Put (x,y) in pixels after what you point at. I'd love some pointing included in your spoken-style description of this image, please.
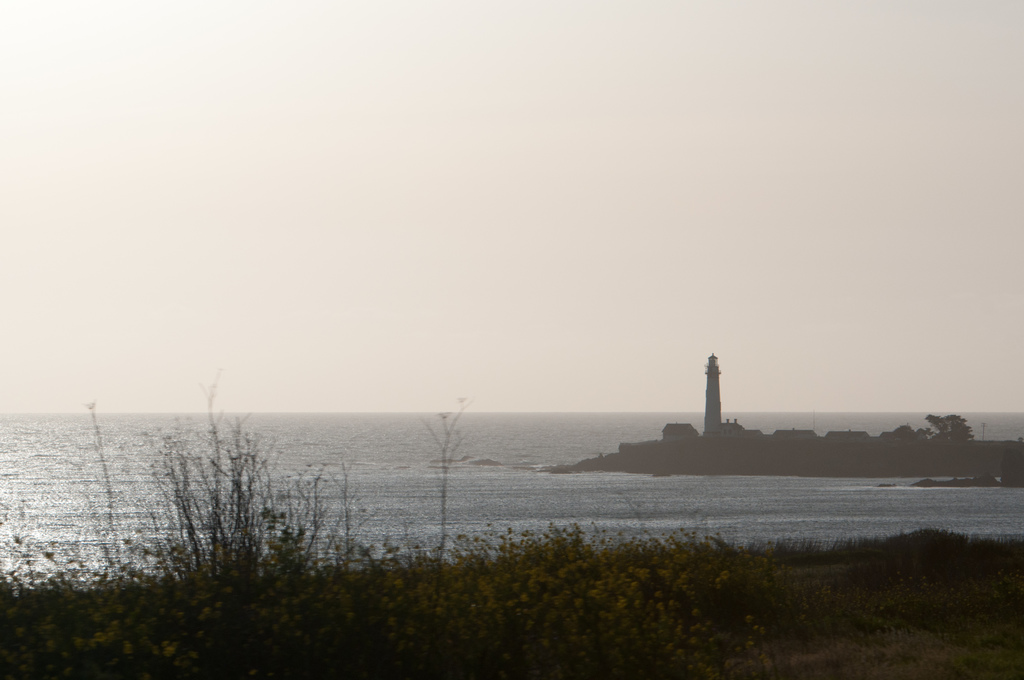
In this image we can able to a lighthouse (713,378) and houses (858,433) on the sea shore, there are some plants (598,592) and bushes (273,574), and we can see the sky (964,402).
